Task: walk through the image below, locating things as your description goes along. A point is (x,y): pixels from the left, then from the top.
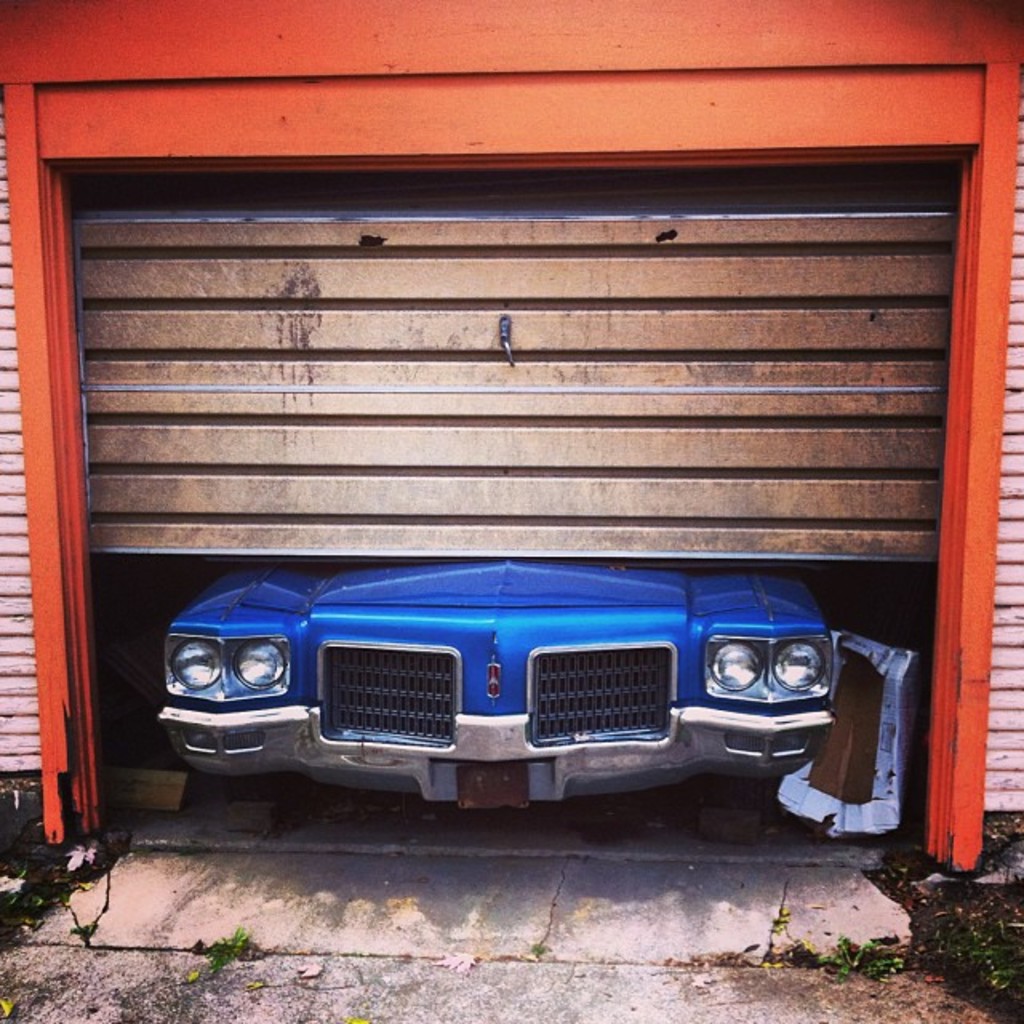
In the image we can see a house (8,337), in the house (157,612) there is a vehicle (227,586).
